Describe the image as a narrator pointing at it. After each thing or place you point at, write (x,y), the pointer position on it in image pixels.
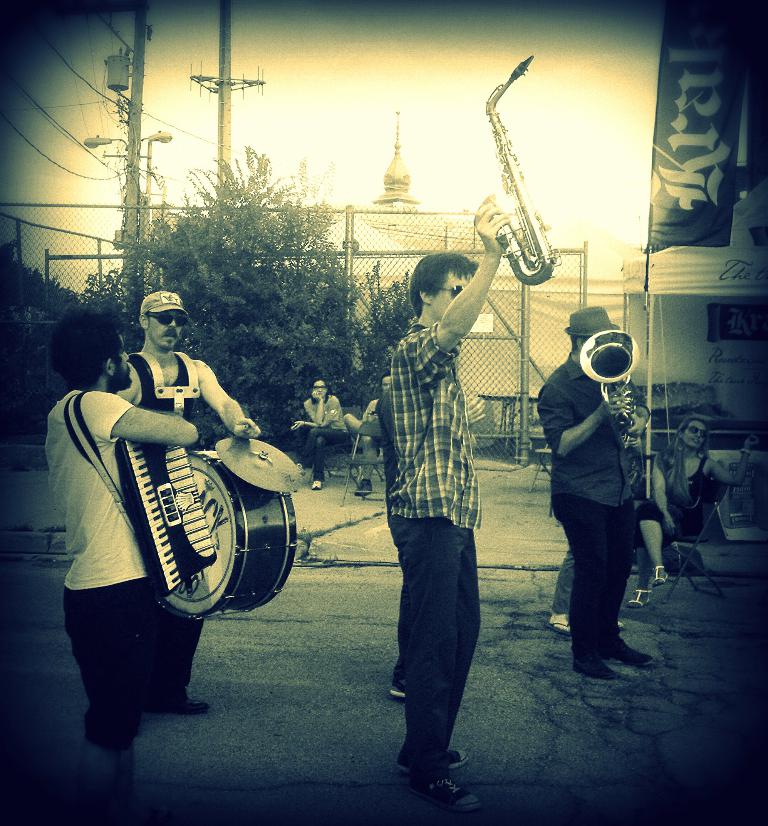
In this image I can see number of people (77,334) where few of them are standing and holding musical instruments (630,339) in their hands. In the background (328,437) I can see few people (322,450) are sitting. Here I can see a tree (177,239) and few street lights (151,153).
